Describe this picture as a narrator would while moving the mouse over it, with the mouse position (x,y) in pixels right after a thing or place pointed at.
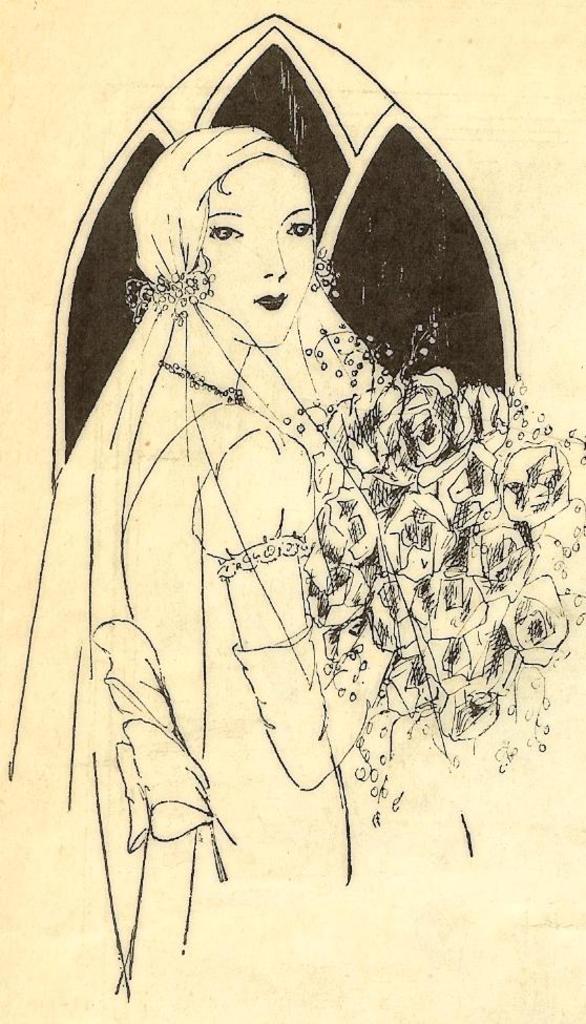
In the picture I can see the drawing (207,548) of a woman (207,548) holding the flowers (390,590) in the hand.
